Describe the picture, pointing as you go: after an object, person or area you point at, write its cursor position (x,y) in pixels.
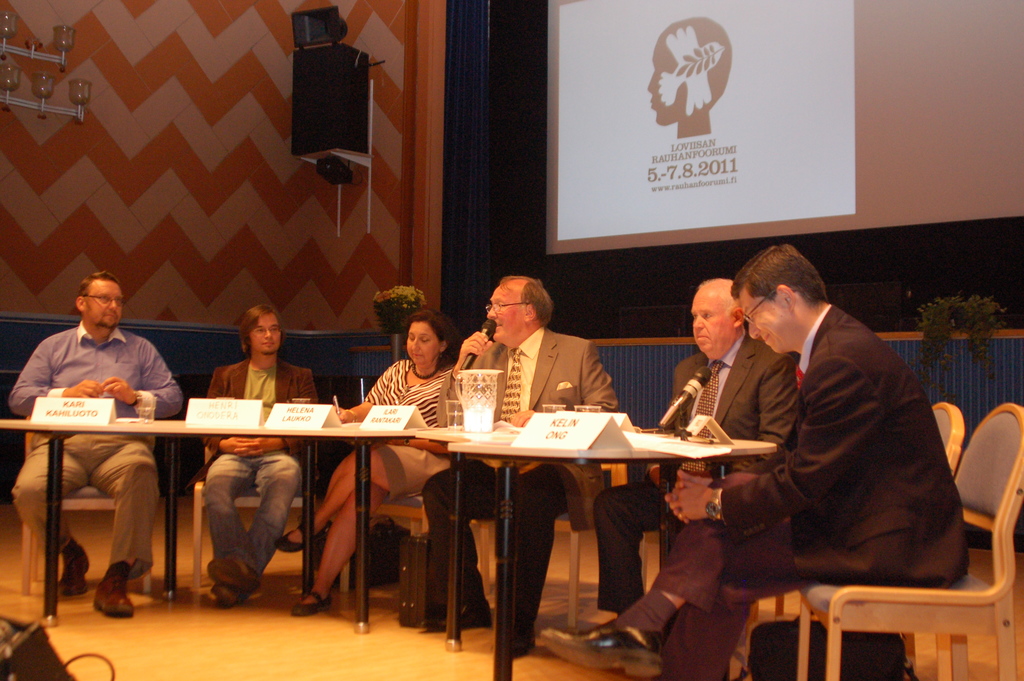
Many people (132,341) are sitting on chairs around table (301,430). On the center (502,386) a person (500,375) is holding a mic (492,320) and specs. On the table (539,449) there are many name boards (320,422), jar (487,411), glasses (459,419), mic (686,394) with mic stands (682,425), papers (686,444). On the floor (388,617) there is a suitcase (421,567). In the background (338,78) there is a wall lights (83,86), speakers (327,89), screen (665,116). Also there are some plants (403,310) with pots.
